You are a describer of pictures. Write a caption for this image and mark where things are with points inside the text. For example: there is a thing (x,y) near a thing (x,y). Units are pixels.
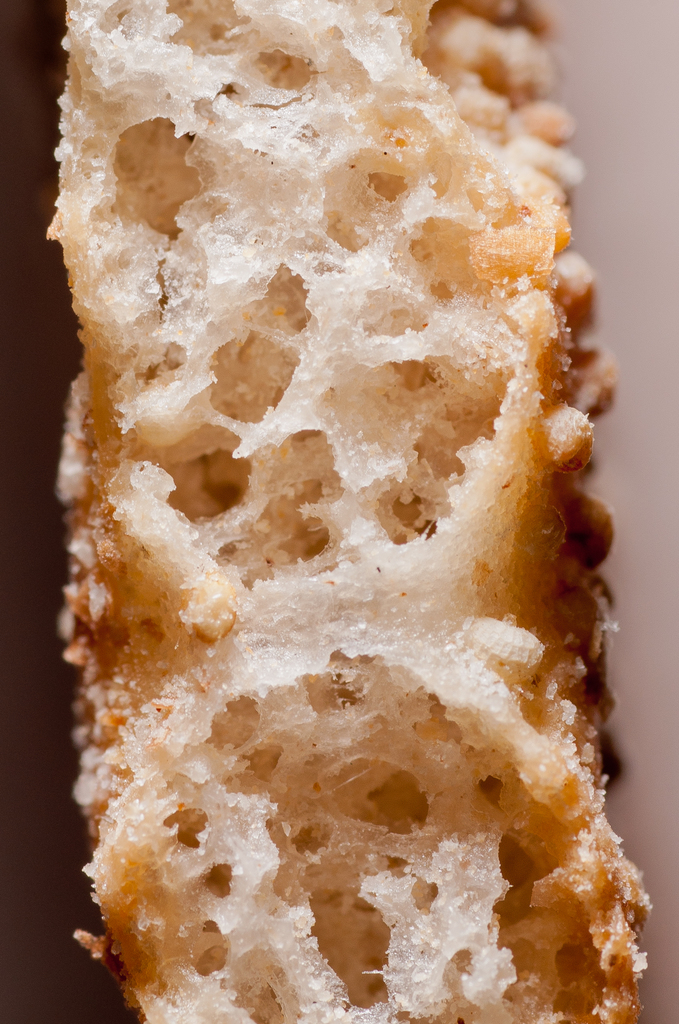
In the picture I can see something which looks like a food item (309,541).
